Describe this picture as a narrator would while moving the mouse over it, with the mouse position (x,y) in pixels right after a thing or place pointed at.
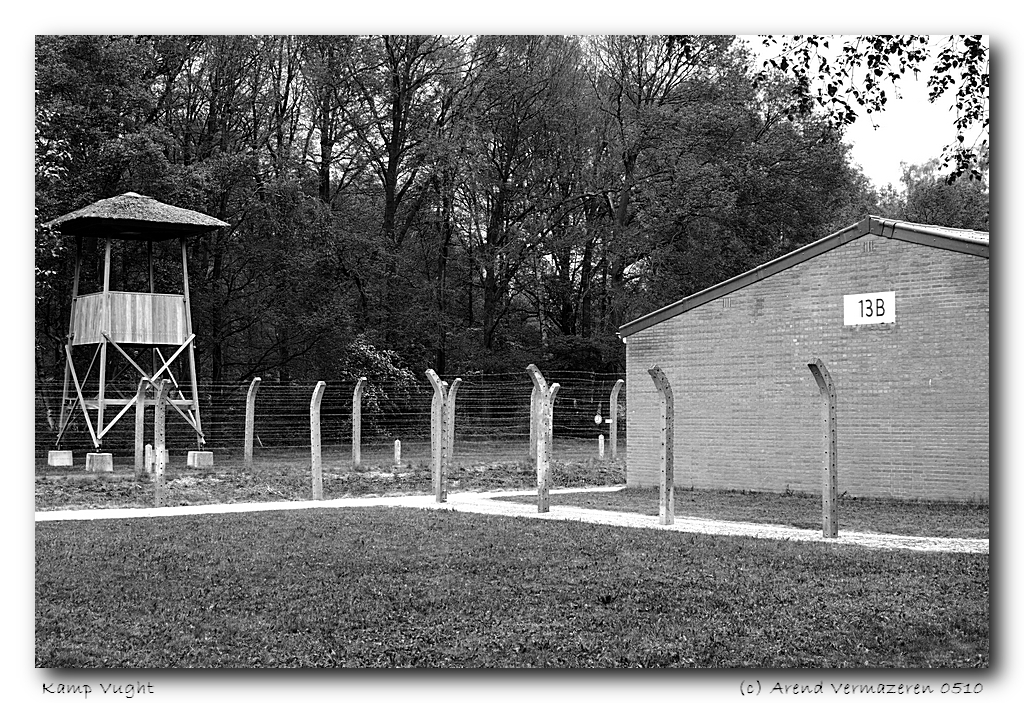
In this image there is a house (754,370) inside a barbed wire fence (515,373), on the other side of the fence (235,423) there are trees (144,361) and a hut (159,310).
